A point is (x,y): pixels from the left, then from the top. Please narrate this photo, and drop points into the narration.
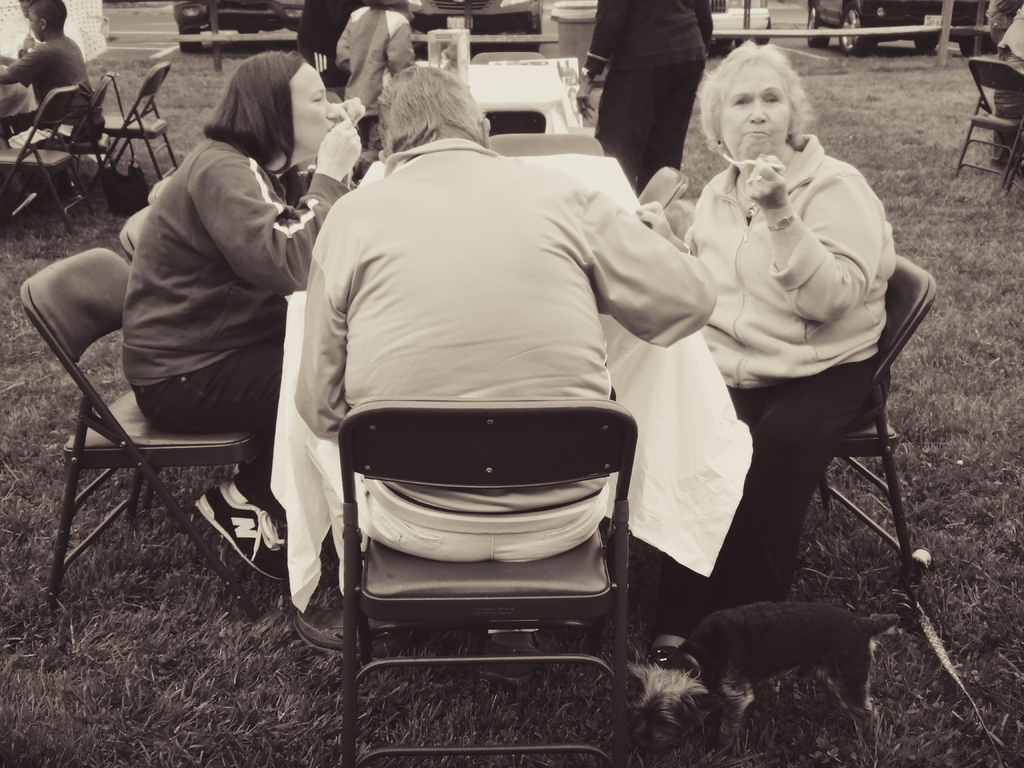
In the image we can see there are people (648,215) who are sitting on chair (557,435) and at the back (634,82) there are people (710,44) who are standing. Here we can see on the ground (889,681) there is dog (824,674) which is standing and the image is in black and white colour.
